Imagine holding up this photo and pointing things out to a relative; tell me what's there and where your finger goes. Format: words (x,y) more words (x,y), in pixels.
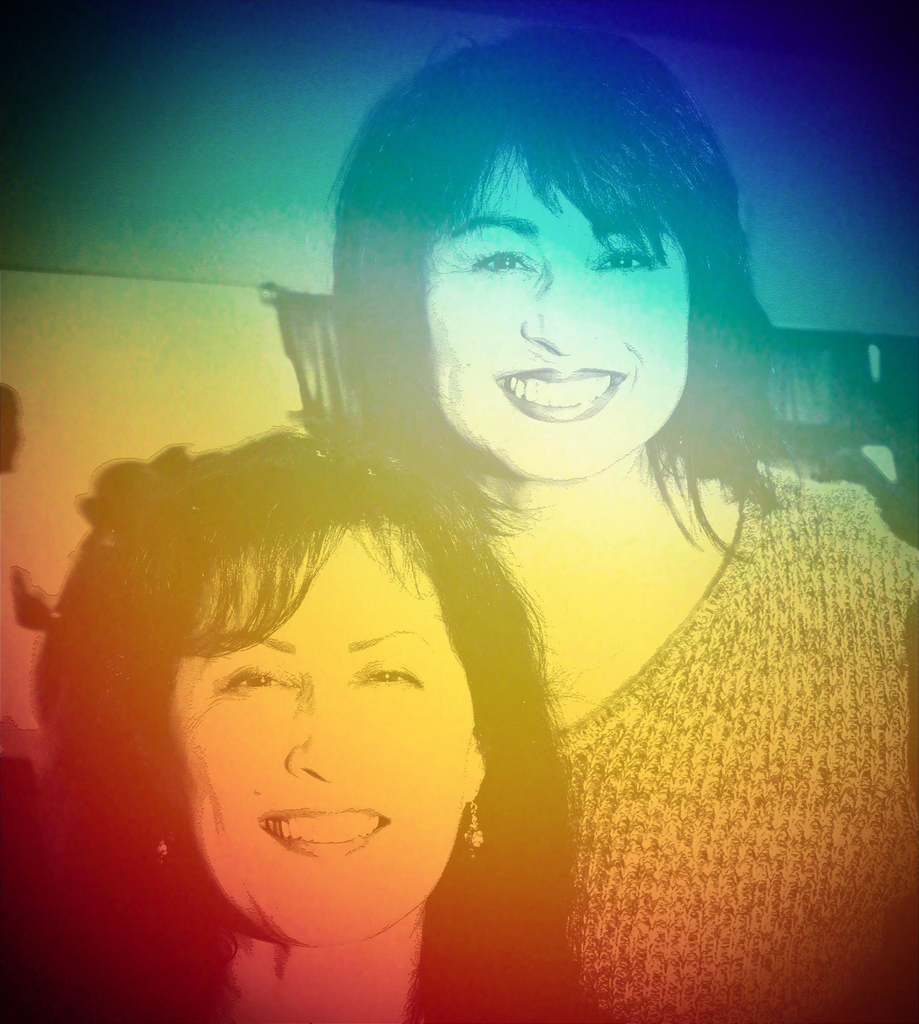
In the picture I can see two women (816,797) and there is a pretty smile on their face (503,199).
